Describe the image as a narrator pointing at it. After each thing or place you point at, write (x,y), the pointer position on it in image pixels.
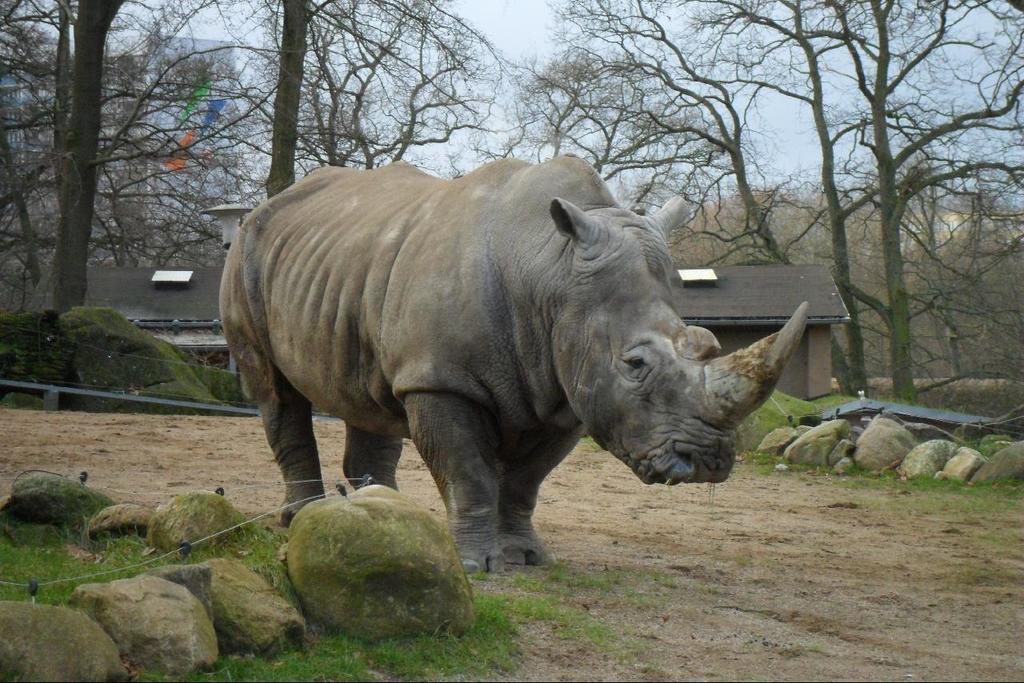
In this picture we can see a rhinoceros (566,348) is standing, at the bottom (329,527) there is some grass (499,631) and rocks (393,588), in the background (973,58) there are some trees (340,103), there is the sky (498,30) at the top of the picture (510,36), we can see a room (772,302) in the middle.
